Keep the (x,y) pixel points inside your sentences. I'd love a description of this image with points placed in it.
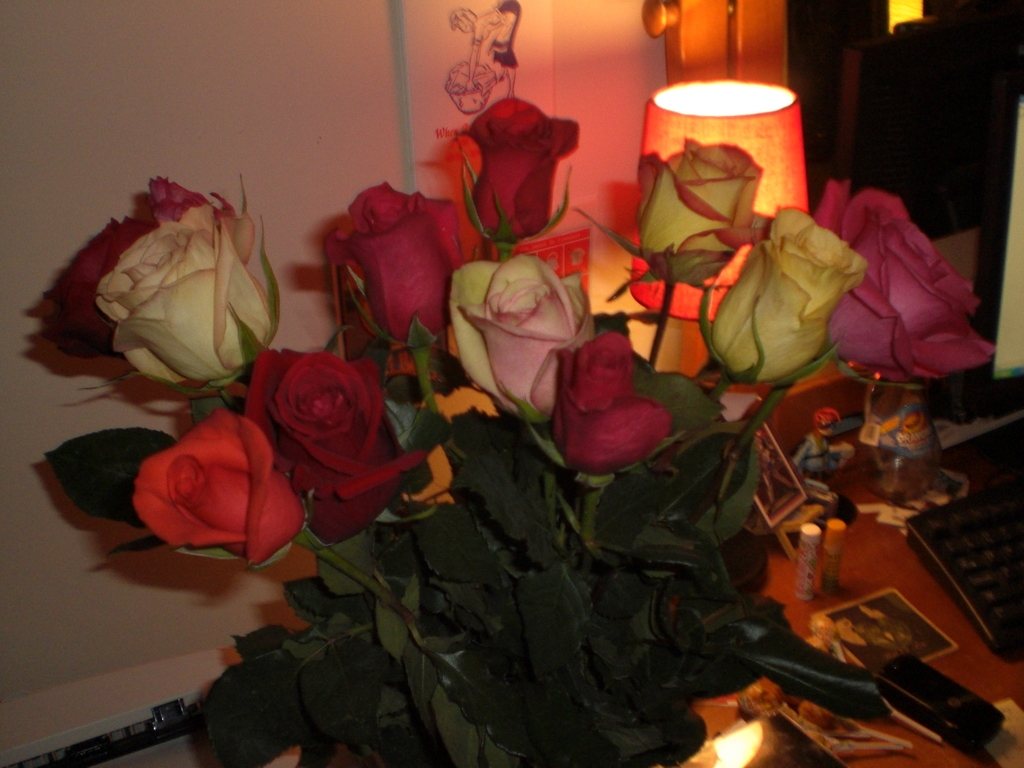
In this picture I can see number of roses (526,318) and leaves (491,548) in front (242,724) and on the right side of this picture (742,259) I can see a lamp (693,305), a keyboard (1013,588) and other few things (923,474). In the background (54,184) I can see the wall (244,155).
